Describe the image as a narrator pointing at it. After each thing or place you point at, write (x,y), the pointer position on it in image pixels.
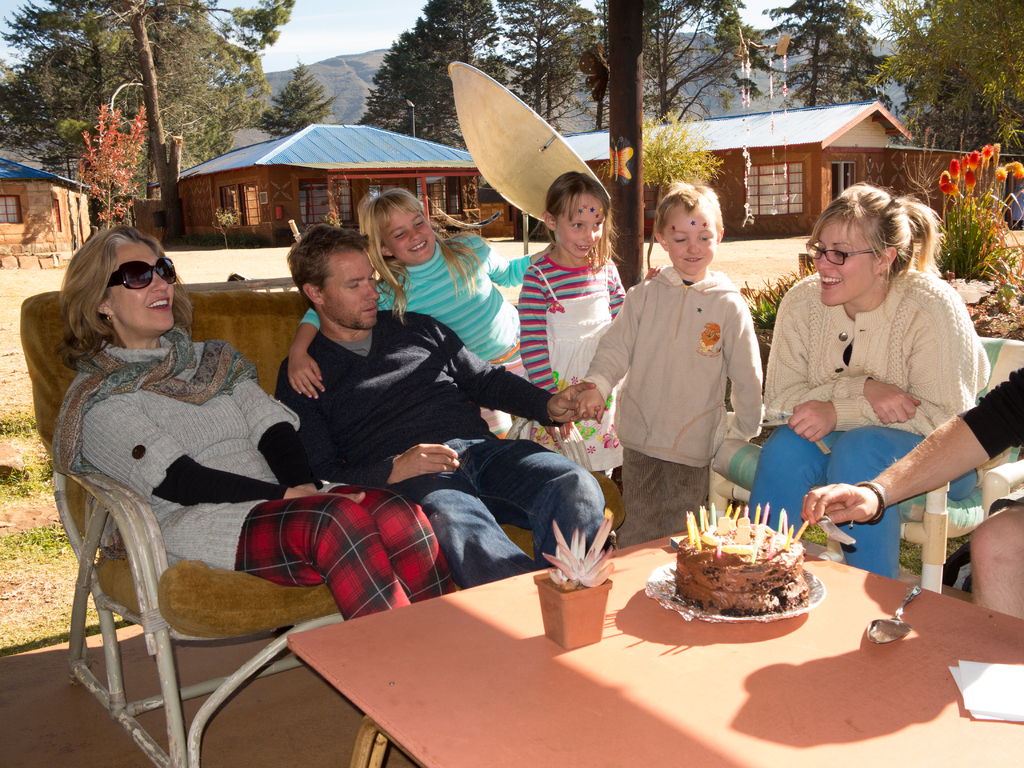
In this picture we can see people (374,388) sitting on chair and in front of them there is table (474,674) and on table (512,614) we can see flower pot (552,599) with flower (595,549), cake (735,535) and on cake (756,535) there are candles (691,527) and in the background (298,141) we can see house (776,139) with windows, trees (122,135), mountain (368,59), sky (325,42) and here the children (691,207) are standing.
